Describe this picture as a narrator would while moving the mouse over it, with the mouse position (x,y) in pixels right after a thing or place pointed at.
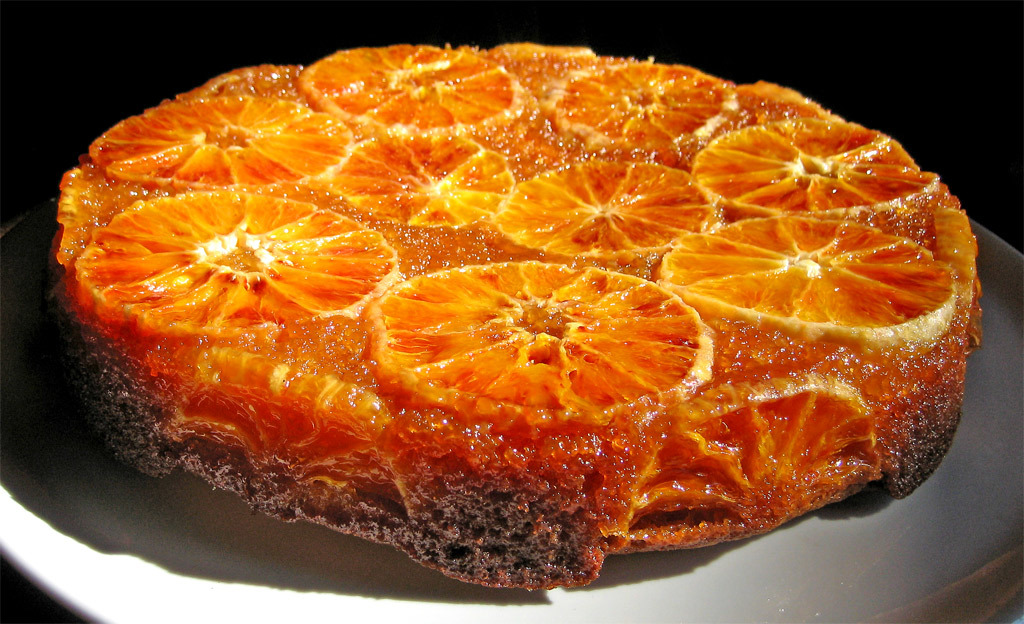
Here I can see an orange color food item (359,275) which is placed on a white surface (920,538). This food item (720,441) seems to be a cake (434,295). The background (90,31) is in black color.
